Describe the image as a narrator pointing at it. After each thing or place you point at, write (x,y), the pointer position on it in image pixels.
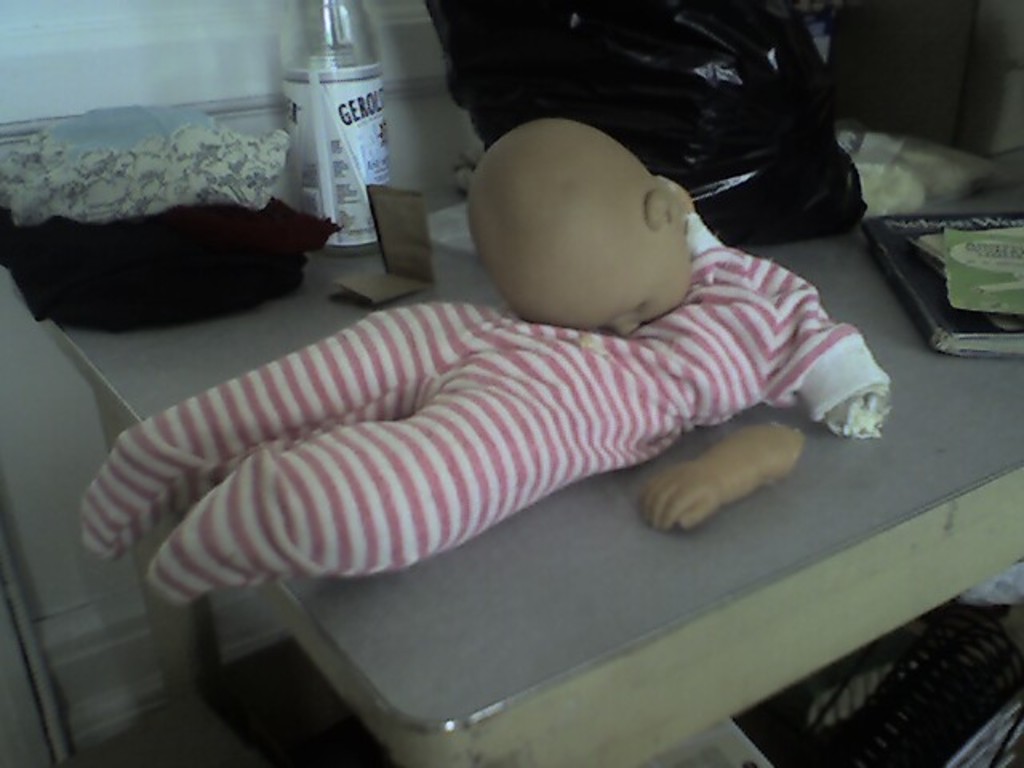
This picture contains a grey table (580,621) on which a doll (512,346) in pink dress (589,367) is placed hand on table (603,611), we even see black cloth (234,244), water bottle (365,138) and black plastic cover (771,163) and books (934,285) are placed on it.
